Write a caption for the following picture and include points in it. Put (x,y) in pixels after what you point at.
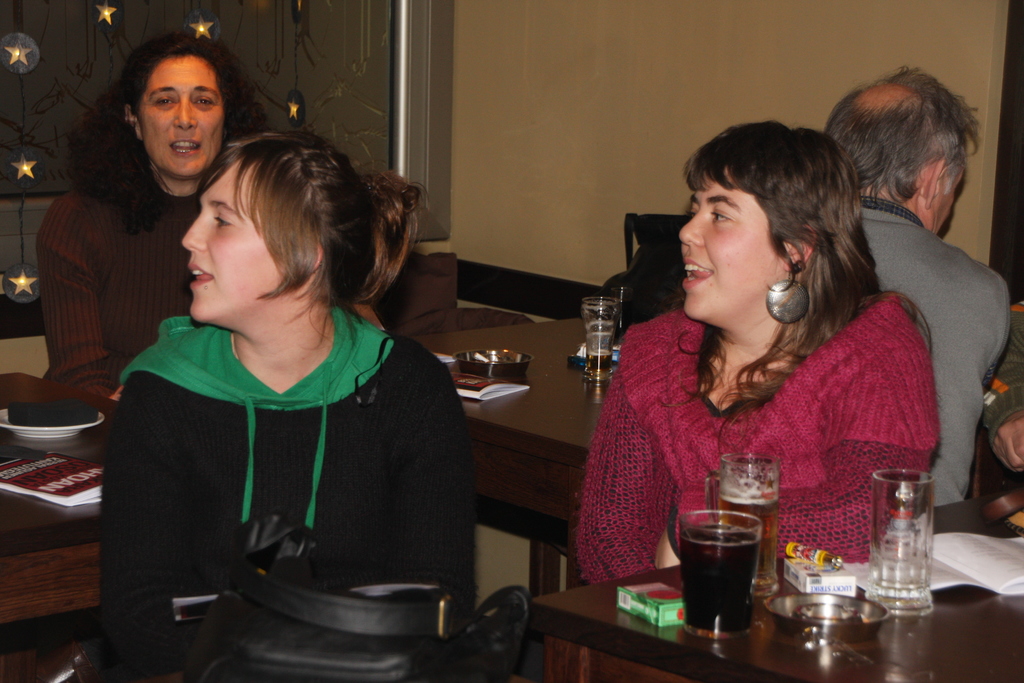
In this image we can see three women (347,413) sitting in front of the dining tables (668,681) and on the dining tables (782,590) we can see the books (69,481), glasses (929,542), two boxes (656,596), plate (70,427), bag (342,650). In the background (987,372) we can see some persons (979,274). We can also see the wall (679,159) and also decor lights (18,58).
